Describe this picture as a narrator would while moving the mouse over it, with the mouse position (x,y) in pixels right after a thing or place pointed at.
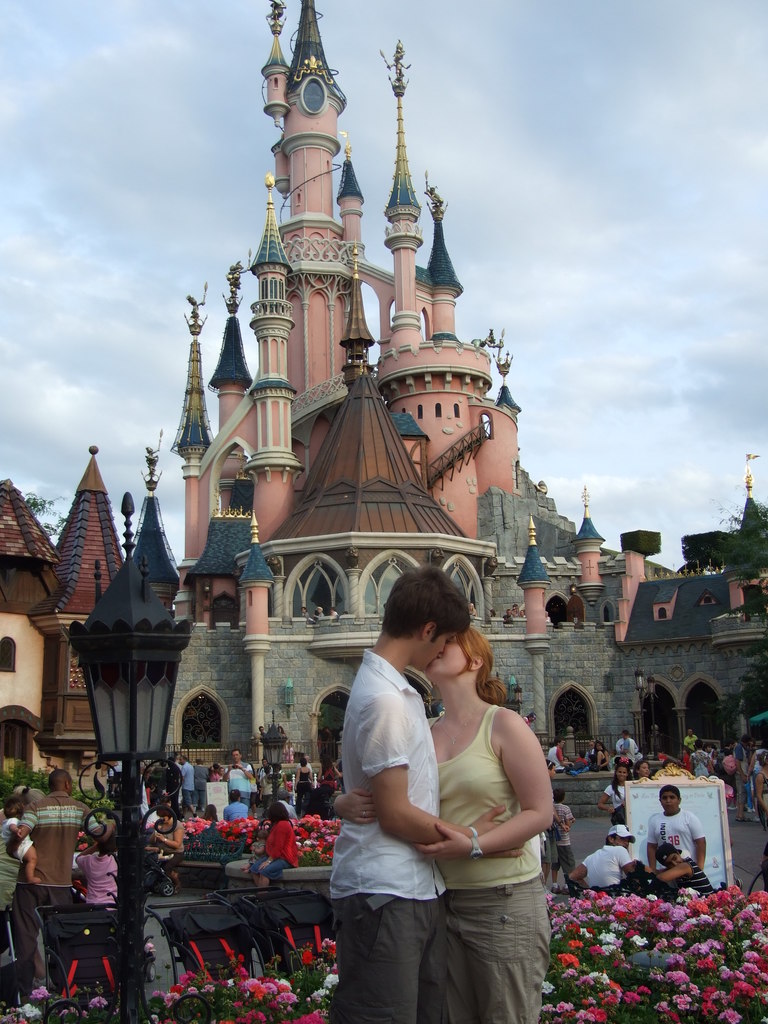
In this image, we can see some people (759,788), buildings (554,507), poles (142,920), plants (738,898) and flowers (600,905). We can see the ground (159,937) with some objects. We can see some black colored objects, a board (682,774). We can see the sky (751,90) with clouds (716,145).
